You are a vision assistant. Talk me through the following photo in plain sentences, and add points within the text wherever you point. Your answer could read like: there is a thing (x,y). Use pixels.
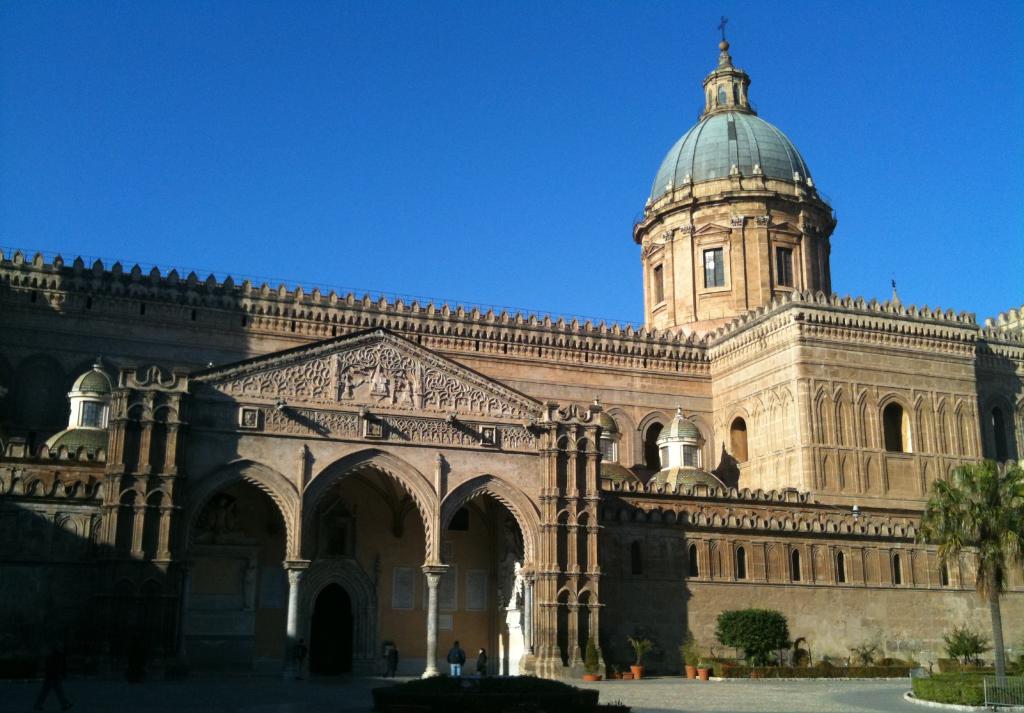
At the bottom (405,690) I can see grass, fence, trees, houseplants (588,658) and a group of people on the road (669,693). In the background (590,401) I can see a fort (549,375) and the sky (409,215). This image is taken may be during a day.
